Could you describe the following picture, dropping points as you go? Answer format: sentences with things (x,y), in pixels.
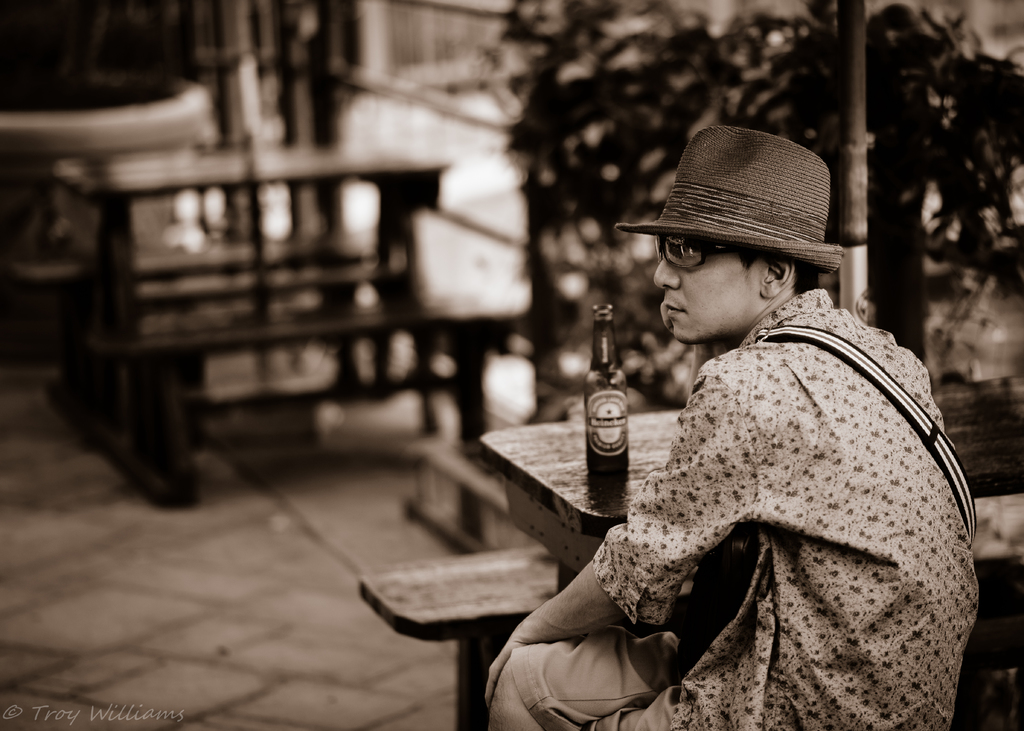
As we can see in the image there are trees (540,55), benches (171,160), a man (692,312) sitting over here and on table (563,500) there is a bottle (612,414).
